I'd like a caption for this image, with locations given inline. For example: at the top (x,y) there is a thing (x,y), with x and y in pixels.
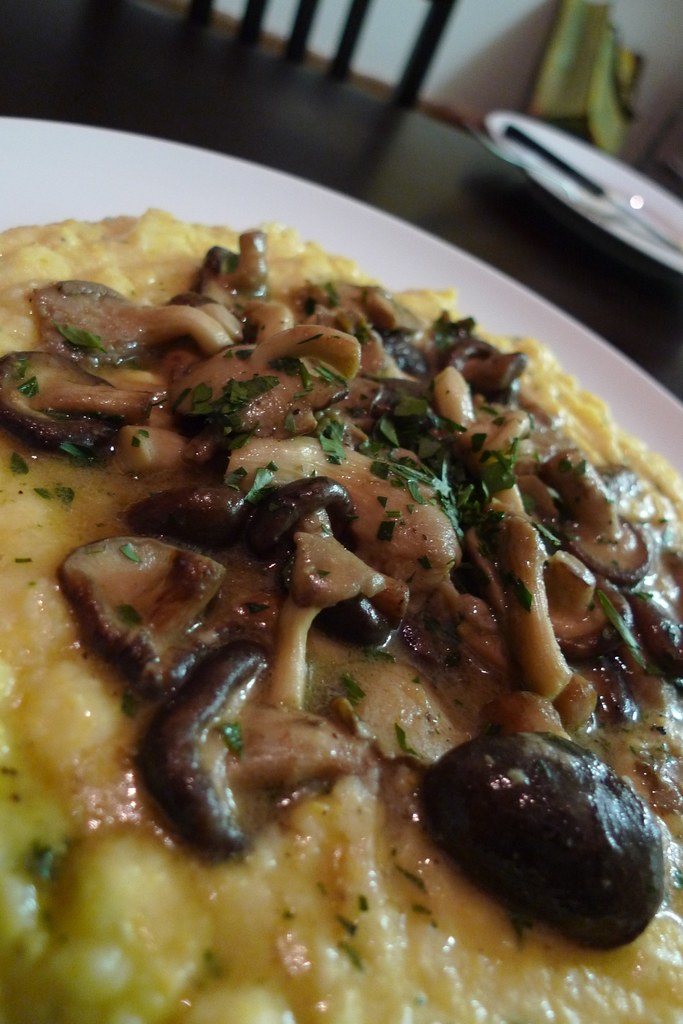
This image consist of food (404,597) which is on the plate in the front (378,558). In the background (652,222) there is a plate (581,203) and on the plate (600,200) there is a knife (616,207) and there is an empty chair (411,71) and there is an object (589,83) which is green in colour.
